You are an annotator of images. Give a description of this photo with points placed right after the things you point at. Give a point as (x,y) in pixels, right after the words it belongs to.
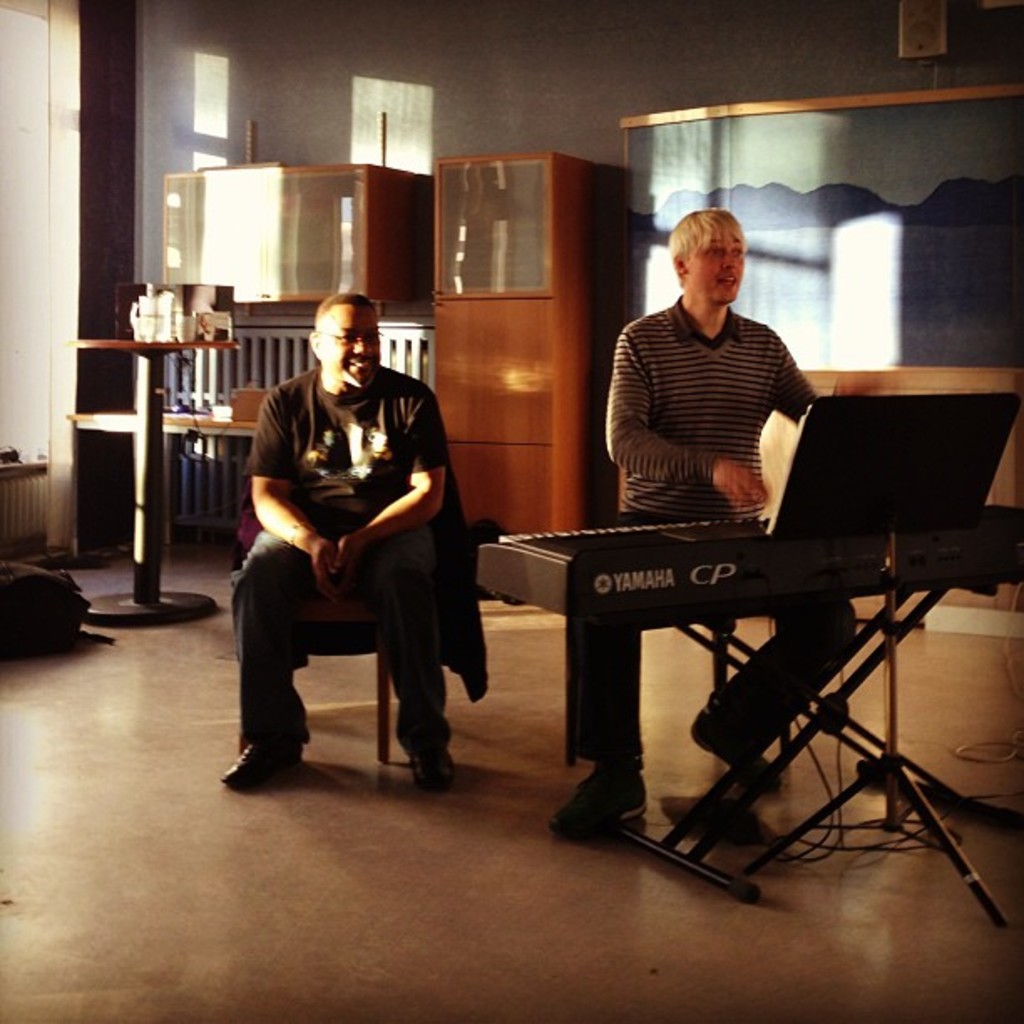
A person (643,447) is playing keyboard (650,558) and singing. Another person (322,514) is sitting on a stool (343,603). There are cupboards (515,242), wall (294,77) and a table (161,361) in the background (143,438). And there is a speaker (908,21) on the wall (786,44).
